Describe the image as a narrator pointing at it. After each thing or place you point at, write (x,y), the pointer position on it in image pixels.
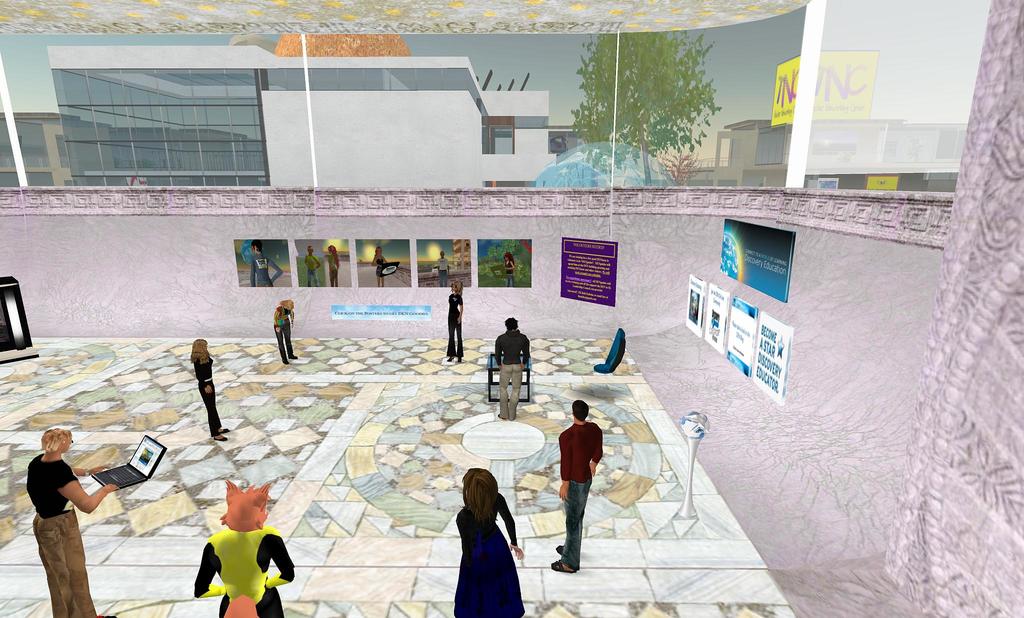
It is an animated image, in a room (665,343) there are a group of people (242,605) and there are some posters (588,257) attached to the wall (636,326) of the room (843,425).
